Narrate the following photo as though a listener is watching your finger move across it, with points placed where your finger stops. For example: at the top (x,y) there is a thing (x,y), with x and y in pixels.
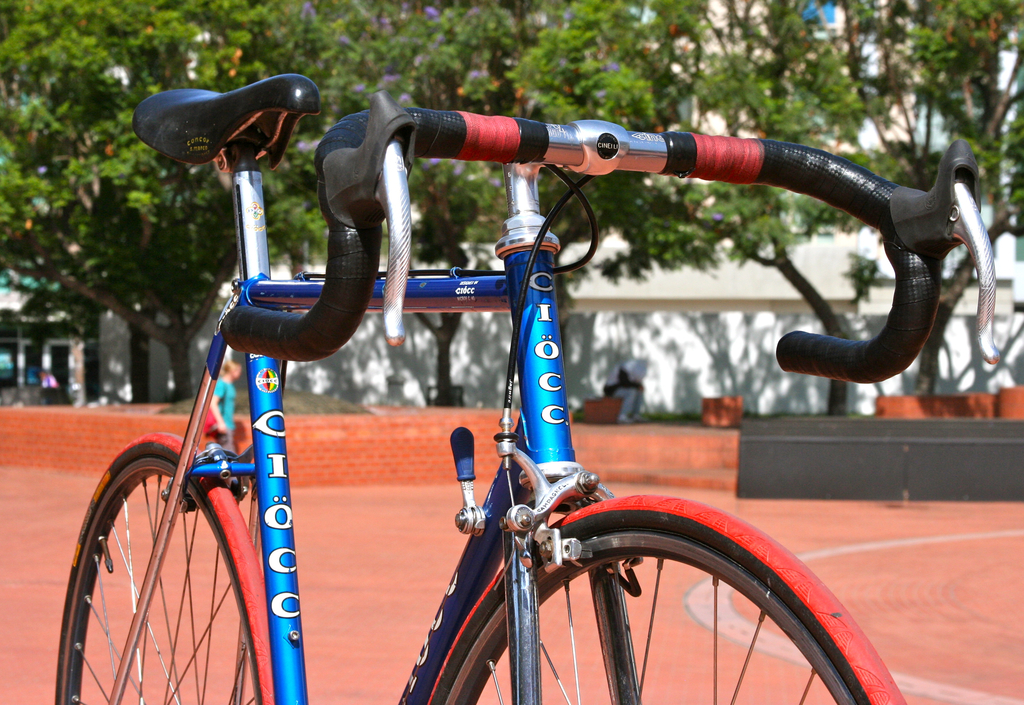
In this picture we can see bicycle (69,639) on the ground (861,591). In the background of the image (579,366) we can see walls (601,354) and trees (635,260).
